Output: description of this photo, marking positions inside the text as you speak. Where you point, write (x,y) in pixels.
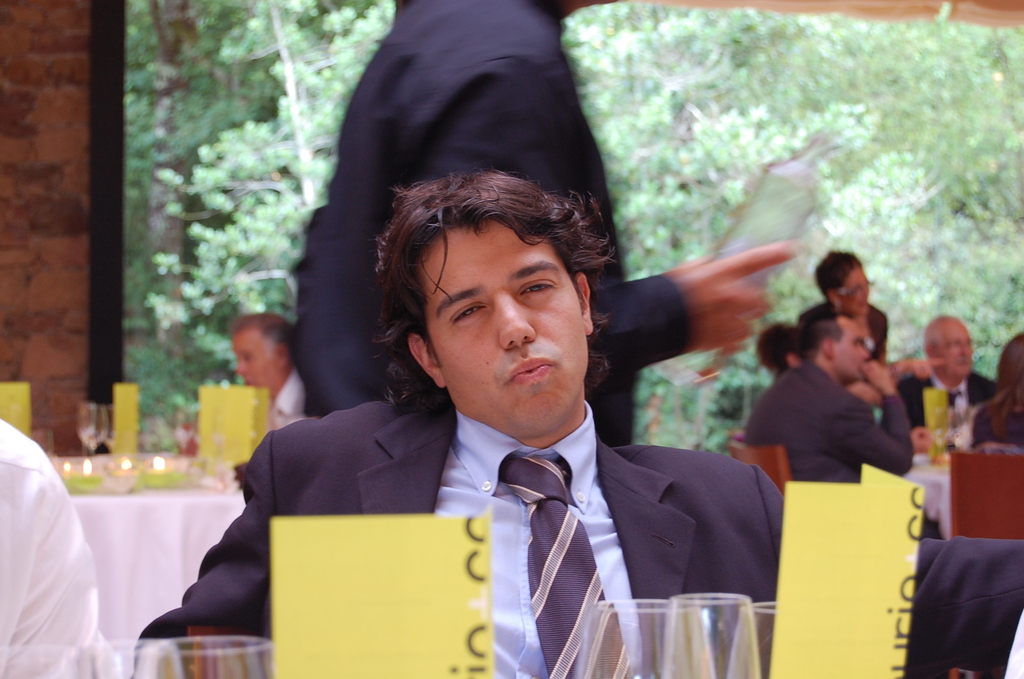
In this picture there is a man (511,477) who is sitting on the chair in the center of the image (475,379) and there is a table (227,674) at the bottom side of the image (221,663), on which there are glasses (638,623), there are other tables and people (361,290) in the background area of the image (950,327), there are trees (183,15) in the background area of the image (319,207).
